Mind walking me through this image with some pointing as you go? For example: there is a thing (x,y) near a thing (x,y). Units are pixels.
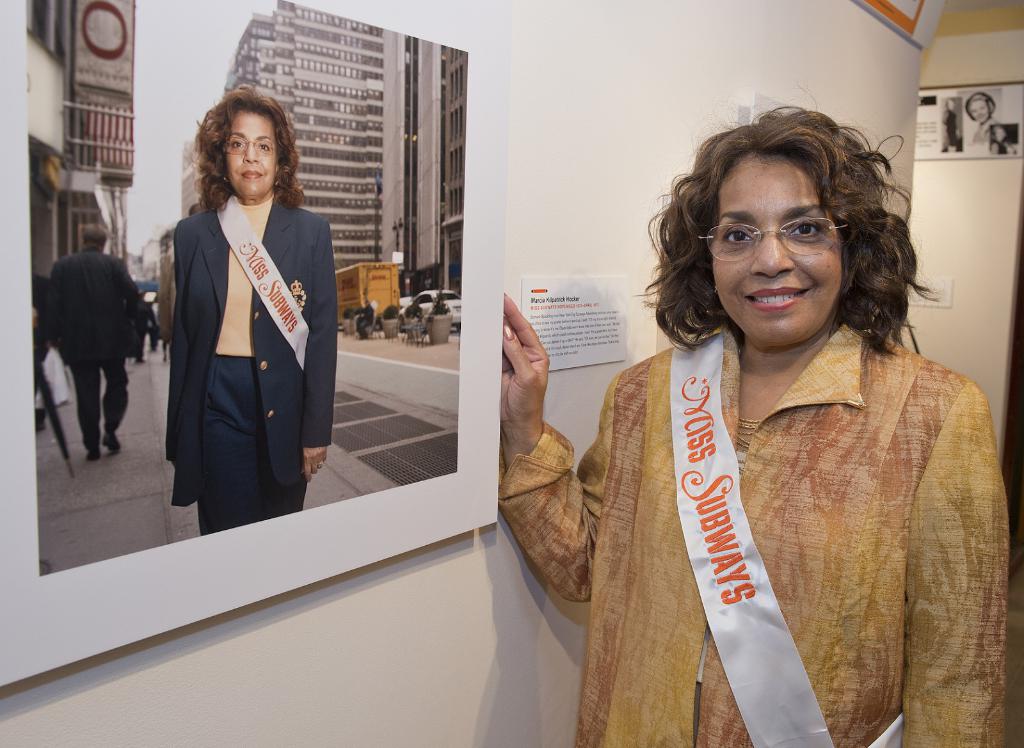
In this image, we can see a lady (731,383) wearing glasses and a sash (707,581). In the background (554,292), there are posters (926,132) and a photo frame (302,370) on the wall (541,642).
